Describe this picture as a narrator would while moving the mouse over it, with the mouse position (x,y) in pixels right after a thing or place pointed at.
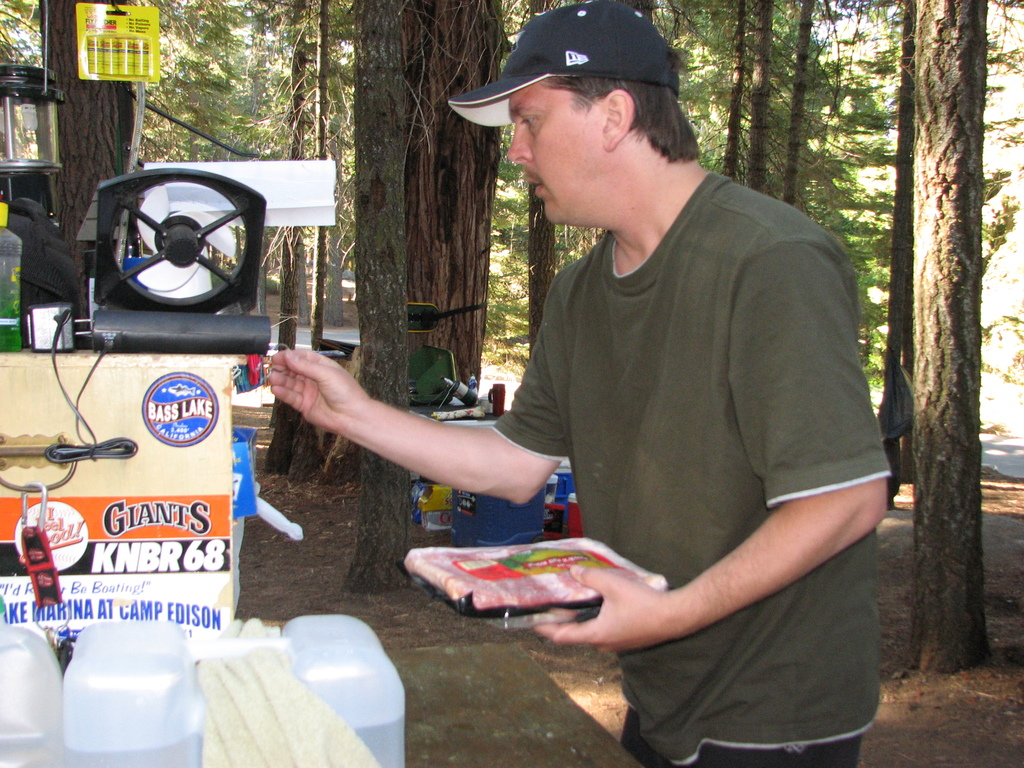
In this picture we can observe a person (669,442) standing, wearing green color T-shirt (711,394) and a cap (533,69) on his head (613,203). In front of him there is a machine (149,348). We can observe white color water tins (160,682). In the background (270,143) there are trees (364,111).
